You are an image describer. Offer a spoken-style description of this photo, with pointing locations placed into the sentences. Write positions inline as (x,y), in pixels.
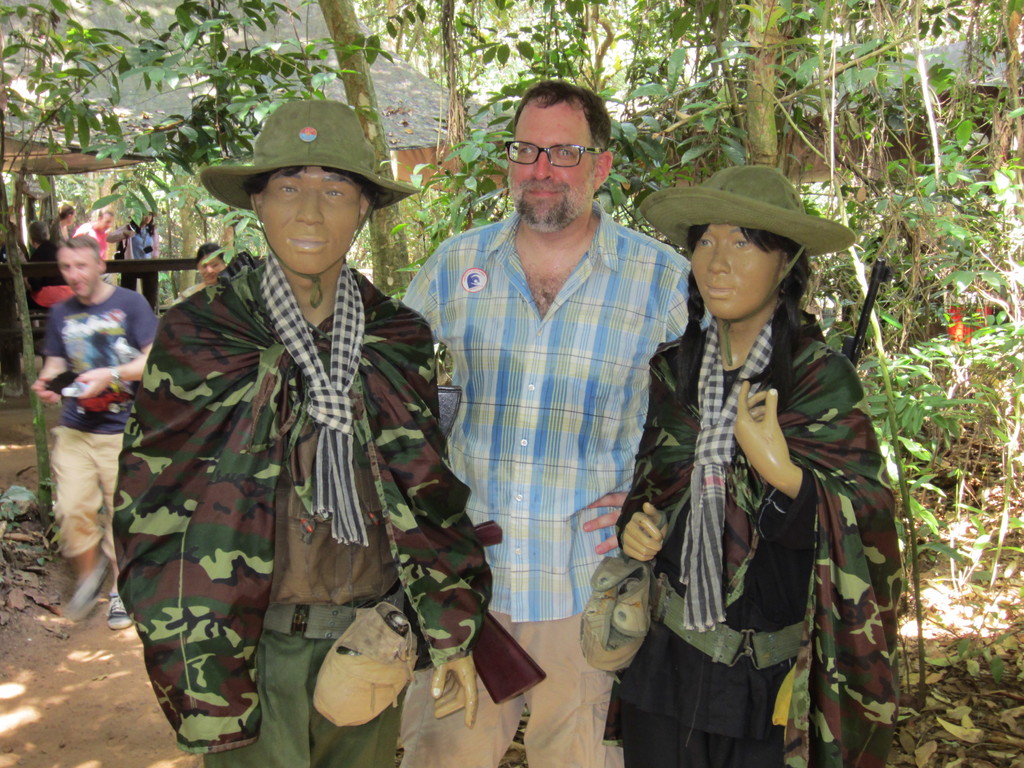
On the left side (310,106), there is a person's statue (363,198) who is wearing a green color cap (356,134), smiling and standing. Beside this person (332,320), there is another person (553,128) wearing a spectacle (547,148), smiling and standing. On the right side (719,259), there is a woman's statue (850,367), wearing a green color cap (662,204), smiling and standing. In the background (652,98), there are trees (967,109), plants (967,109) and shelters (122,274).
